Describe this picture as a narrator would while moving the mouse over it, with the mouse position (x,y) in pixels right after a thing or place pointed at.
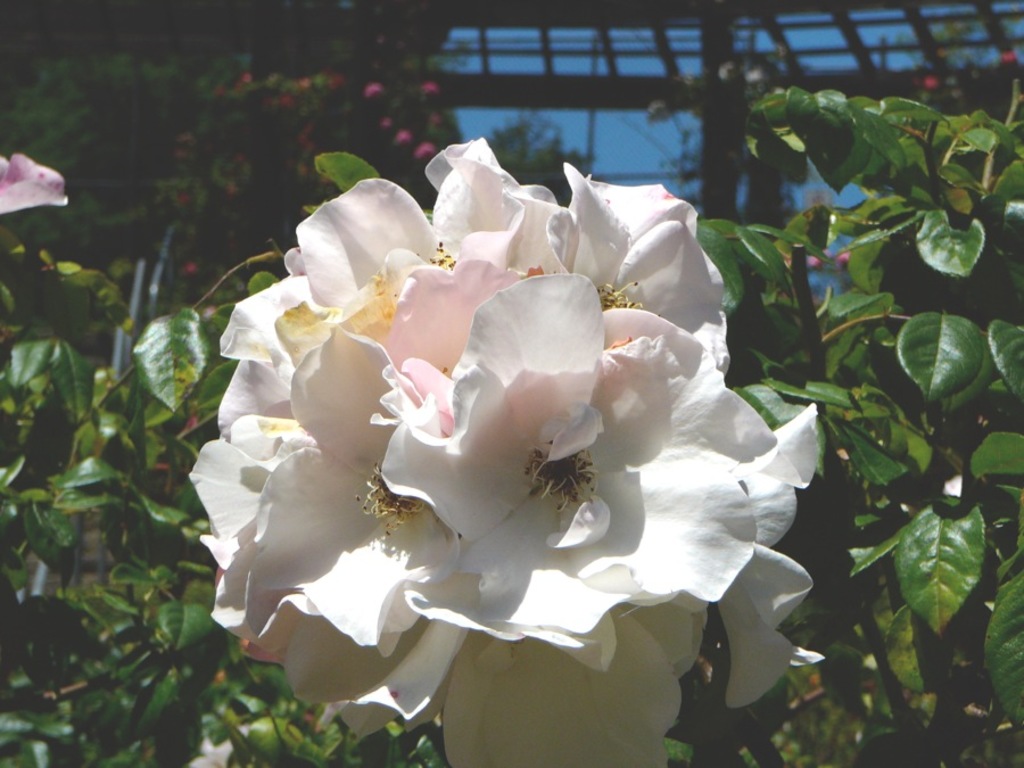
In this picture there are flowers (463,353) in the center of the image (495,265) and there is greenery (1010,360) around the area of the image and there is a roof (668,57) at the top side of the image (591,52).
